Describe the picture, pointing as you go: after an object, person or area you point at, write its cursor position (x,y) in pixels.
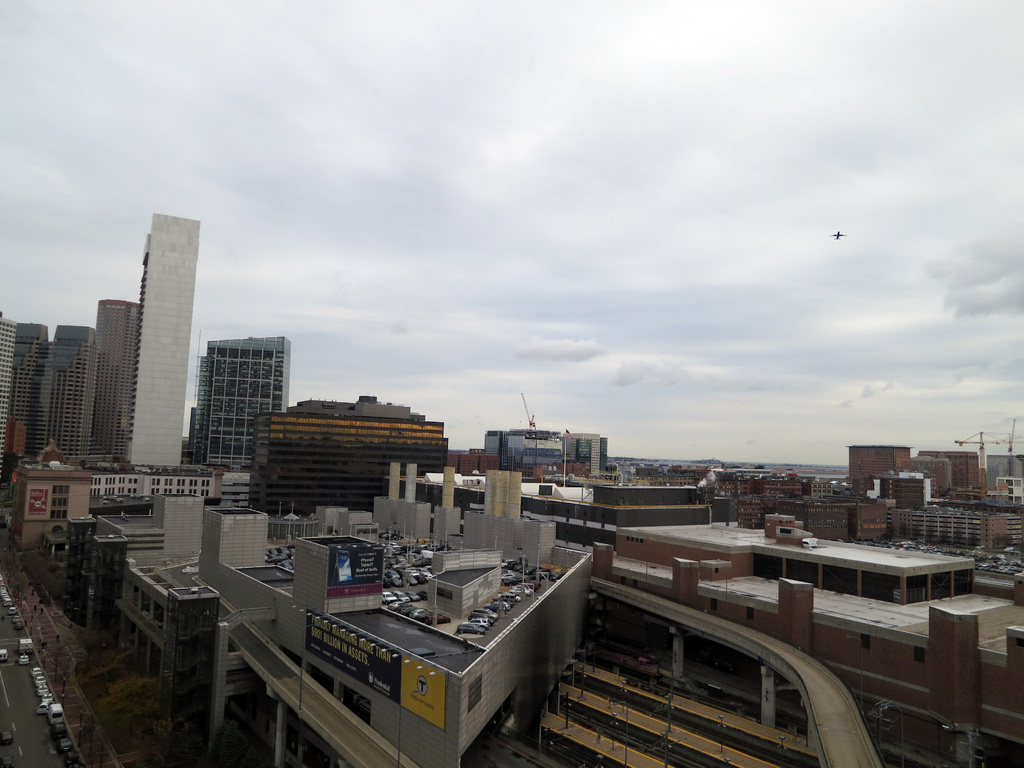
This is an outside view. Here I can see many buildings (448,658). In the bottom left (2,657), I can see few cars (37,690) on the road (27,691). At the top of the image (546,184) I can see the sky (366,76).
